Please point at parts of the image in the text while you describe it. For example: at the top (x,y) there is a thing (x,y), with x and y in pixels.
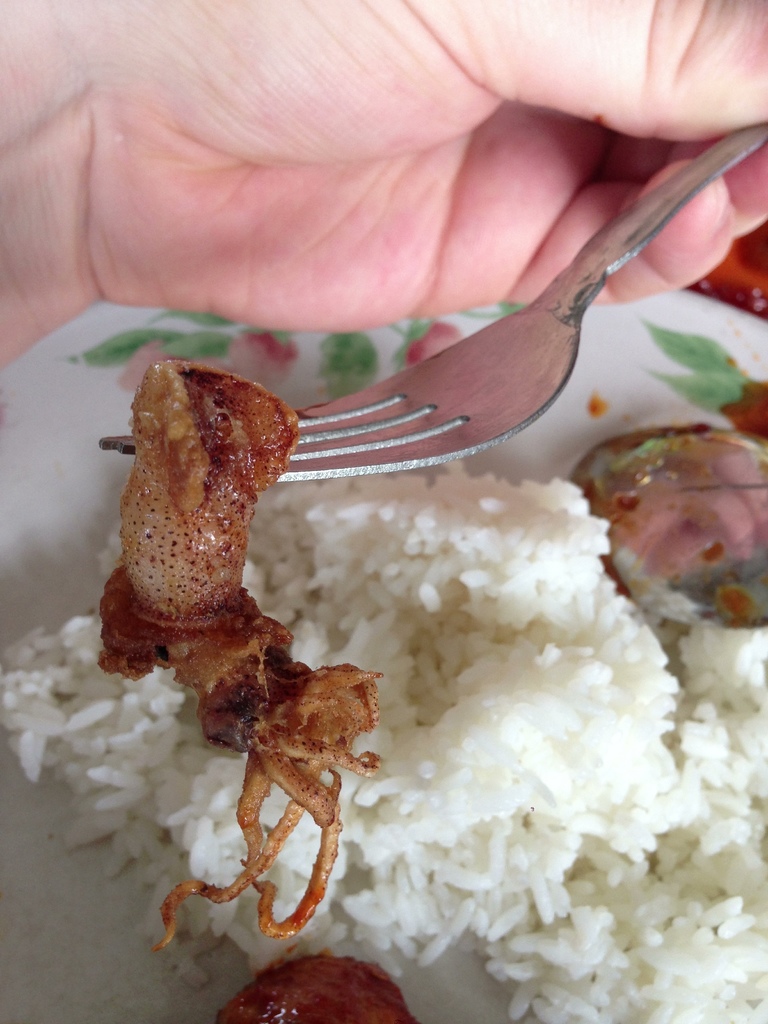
In this image I can see a hand (348,213) of a person (312,156) is holding a fork (442,375). I can also see a white colour plate (43,439), a brown colour food (325,677) and white colour rice (383,743).
